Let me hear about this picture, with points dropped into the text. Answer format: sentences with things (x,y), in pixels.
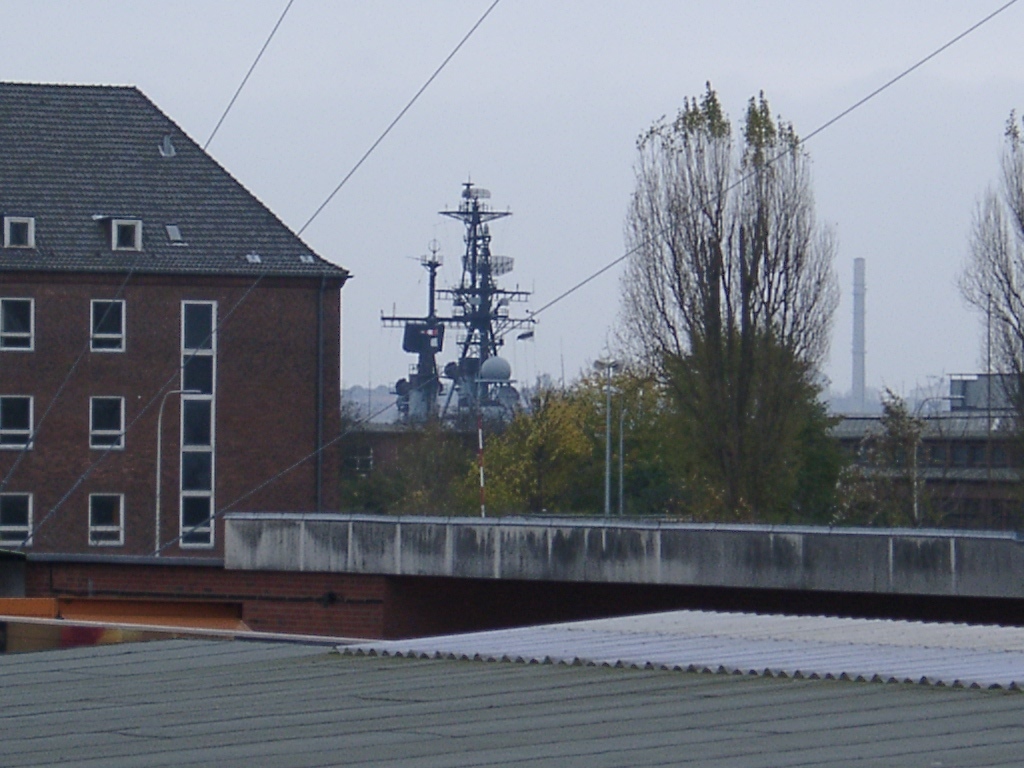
In the image I can see a house (300,409), poles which has some wires (130,427) and also I can see some plants (493,439) and trees (473,470).
